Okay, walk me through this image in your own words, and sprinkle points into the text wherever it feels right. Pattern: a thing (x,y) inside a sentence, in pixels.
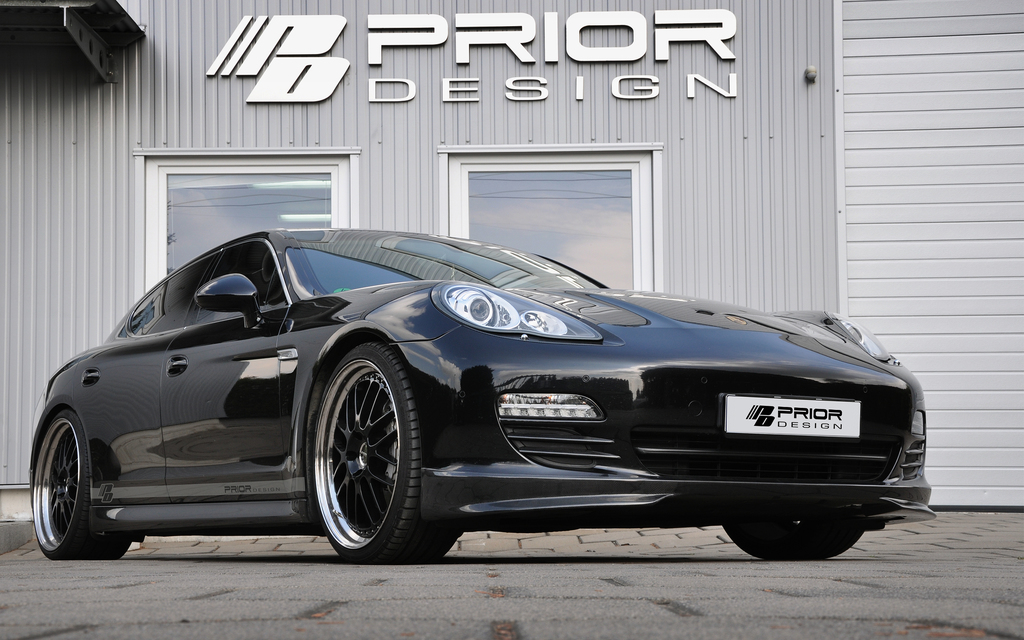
This picture might be taken from outside of the city. In this image, in the middle (640,346), we can see a car (621,332) which is in black color. In the background (112,199), we can see a building (832,169) and glass windows (470,215).
